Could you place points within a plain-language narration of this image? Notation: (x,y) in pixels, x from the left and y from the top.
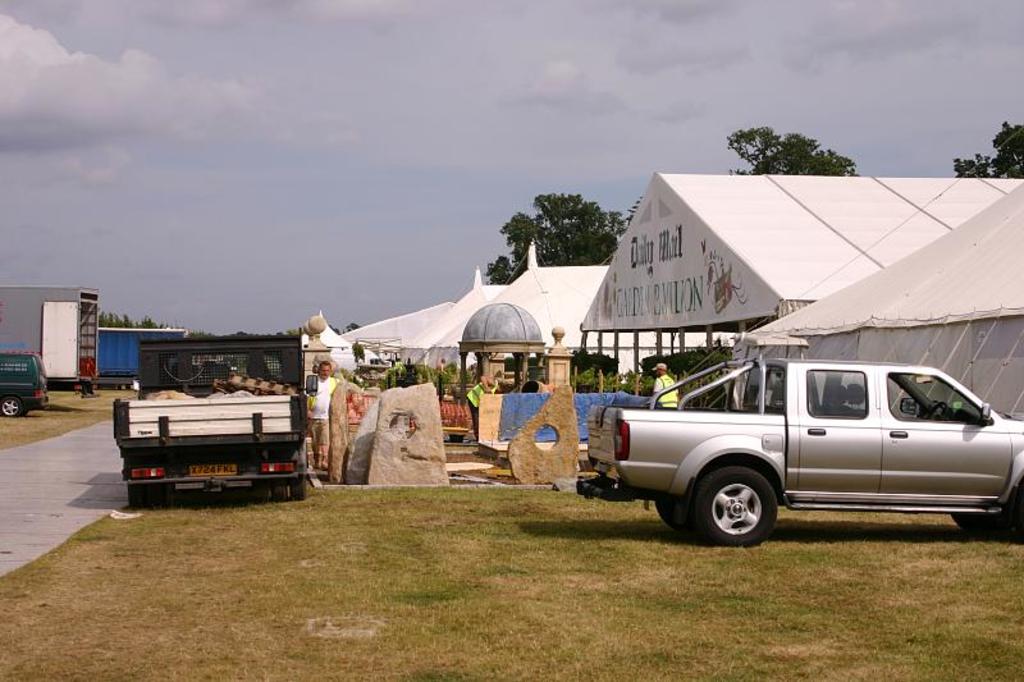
In this picture I can see few tents (778,242) and few people (315,430) are standing and I can see a truck (196,471) and a mini truck (776,488) and I can see a car (14,410) and few metal containers (106,334) and I can see trees (796,152), plants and a cloudy sky (420,139) and I can see grass (381,590) on the ground (197,599).
